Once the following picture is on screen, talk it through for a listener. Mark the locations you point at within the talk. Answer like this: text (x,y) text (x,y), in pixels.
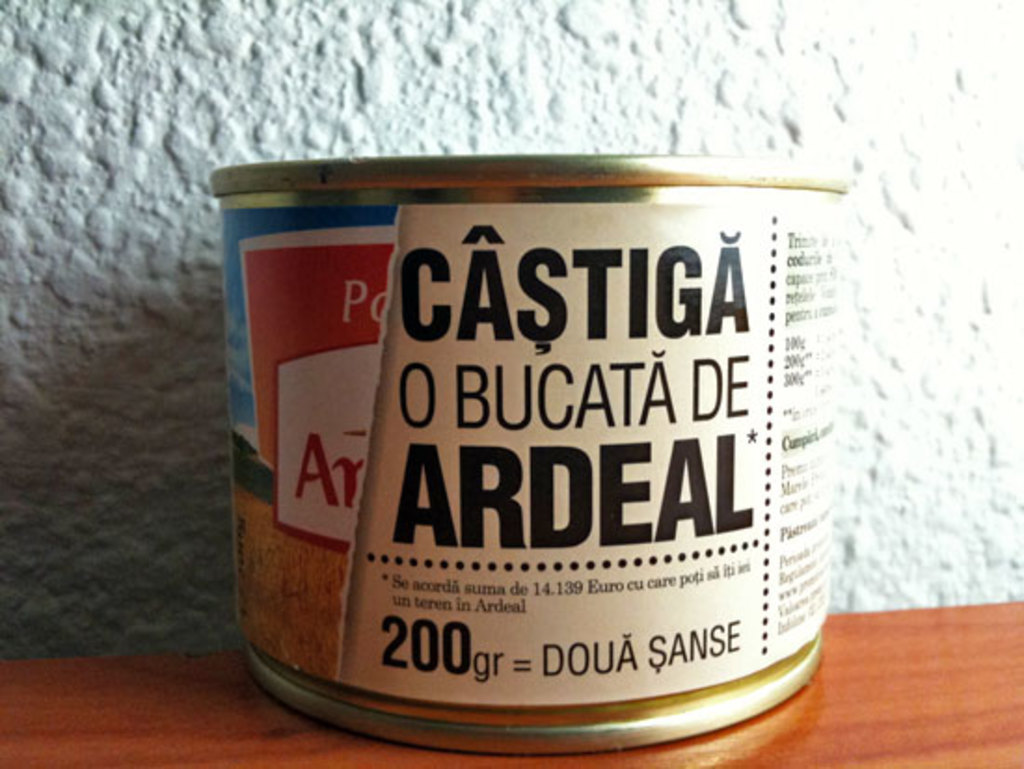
Here in this picture we can see a box (290,307) with some text (402,376) printed on it present on a table (176,756).
